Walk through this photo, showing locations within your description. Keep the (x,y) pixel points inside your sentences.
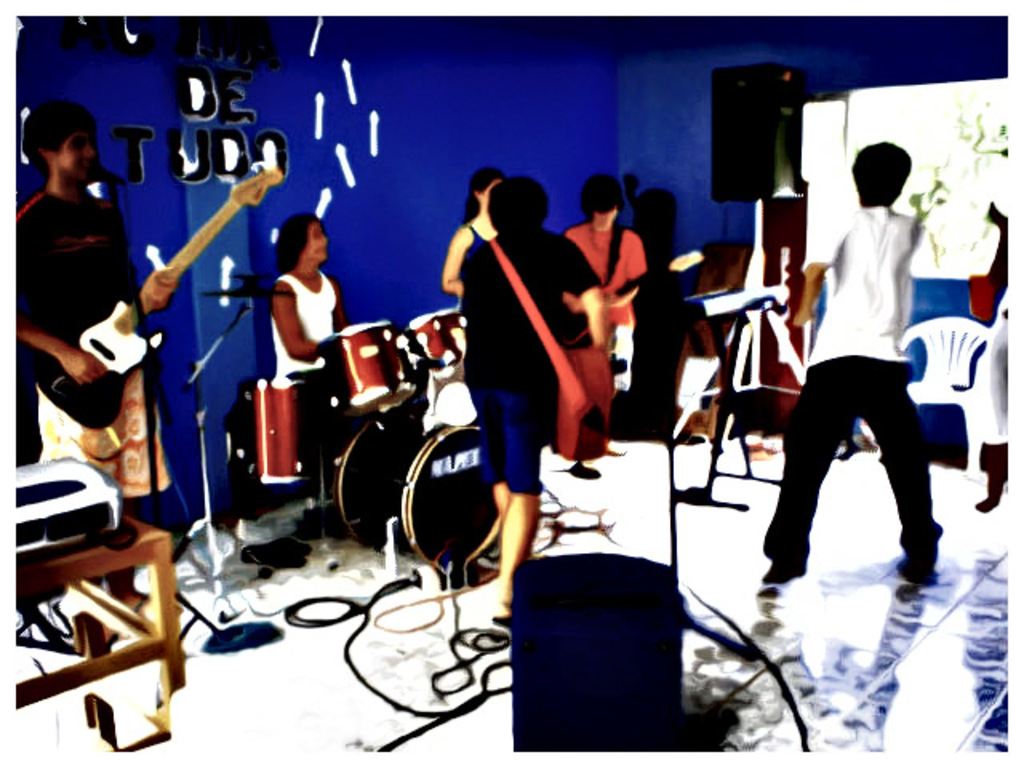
As we can see in the image there are few people (856,298) here and there, sound box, window (988,245), chairs (945,335). On the left side (95,294) there is a man (54,225) holding guitar (112,419) and there is blue color wall (418,150).
